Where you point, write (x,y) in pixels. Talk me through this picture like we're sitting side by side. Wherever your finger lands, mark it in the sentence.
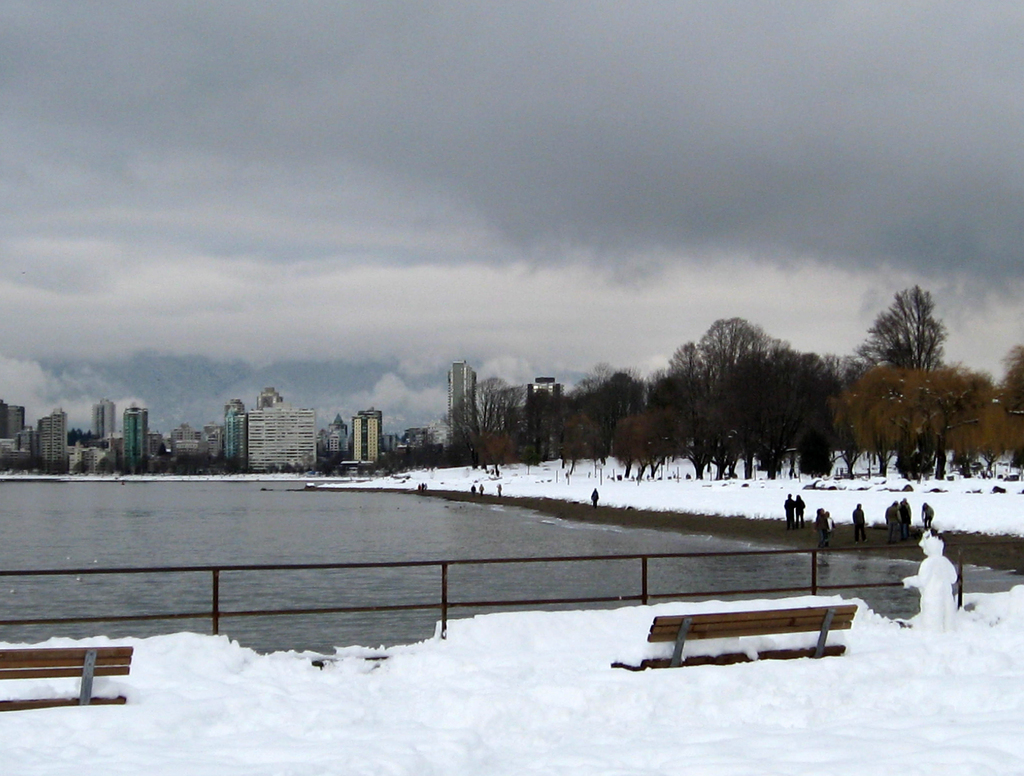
In the center of the image (353,503) we can see water (312,552). At the bottom of the image (839,611) we can see snow (773,603) and benches (721,630). In the background (951,455) we can see trees (551,432), snow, buildings (367,417), sky (269,333) and clouds (407,181).
